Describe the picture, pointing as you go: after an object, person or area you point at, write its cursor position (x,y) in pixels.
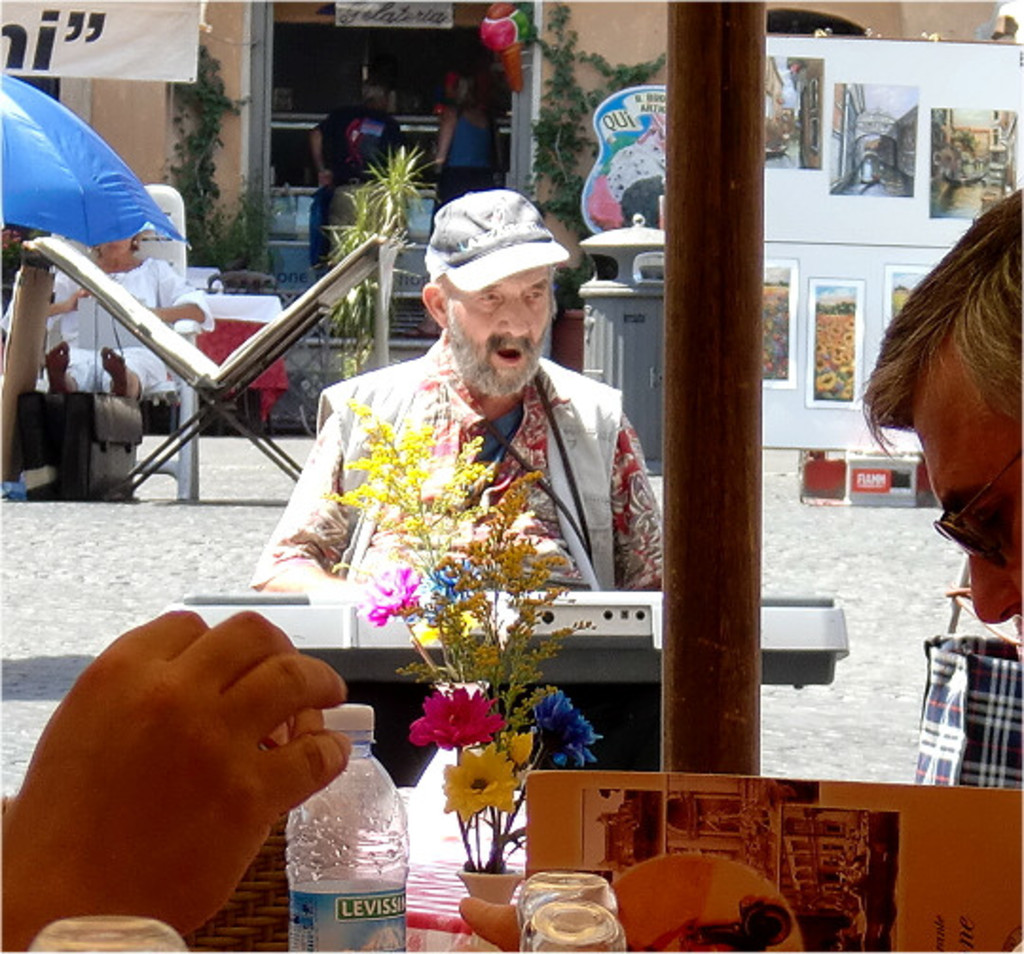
In this picture we can see a man (470,500). He wear a cap (498,235). This is the table (415,927). On the table (409,799) there is a bottle (373,782), flower vase (510,824), and glasses (606,901). And this is the road (117,531). On the background (233,64) we can see a building (230,80) and this is the plant (197,141).
